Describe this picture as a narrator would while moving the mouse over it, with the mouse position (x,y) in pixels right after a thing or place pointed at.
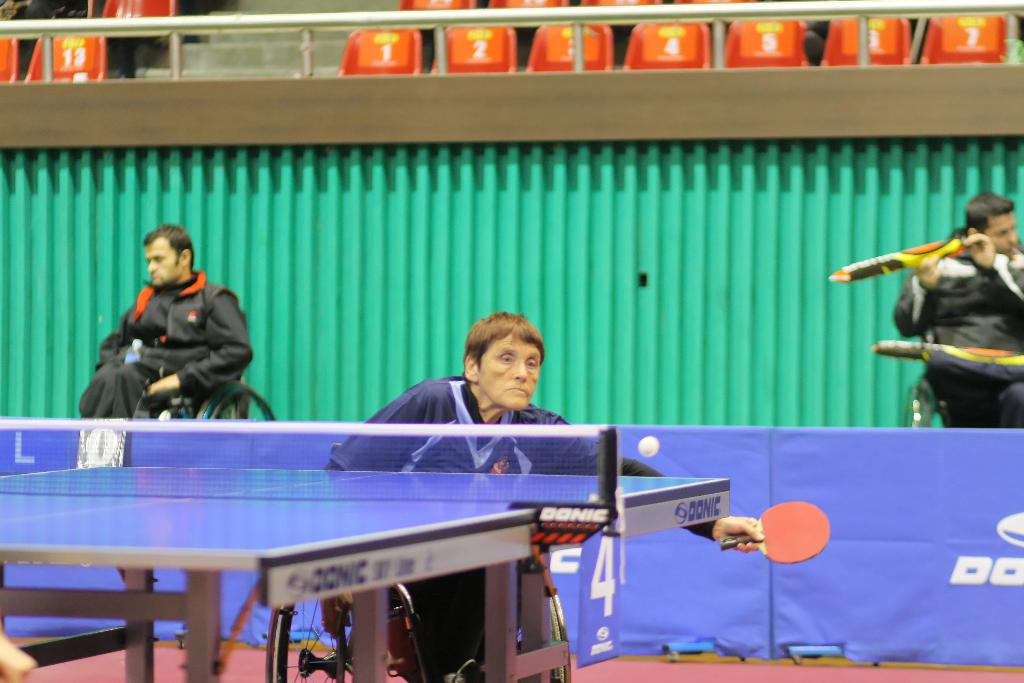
This picture shows people (998,378) seated on the wheelchair (925,398) and woman (488,410) seated on the wheelchair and playing table tennis.
